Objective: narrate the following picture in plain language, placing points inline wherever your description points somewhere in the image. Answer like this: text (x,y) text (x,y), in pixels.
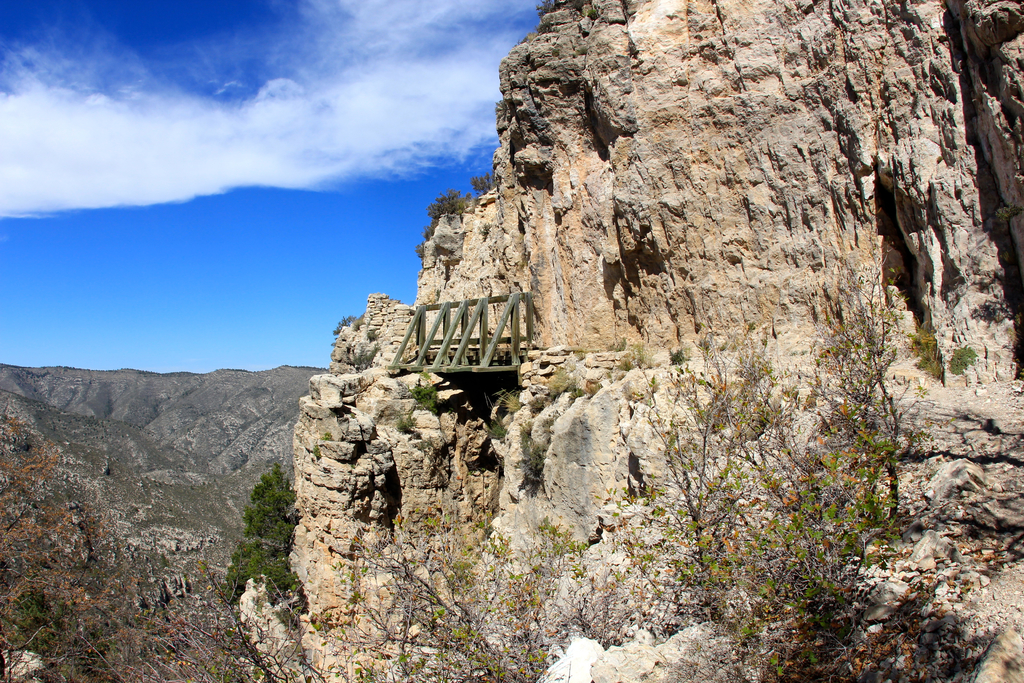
In this picture we can see few trees (269,484) and hills (596,278), and also we can see clouds (148,165).
